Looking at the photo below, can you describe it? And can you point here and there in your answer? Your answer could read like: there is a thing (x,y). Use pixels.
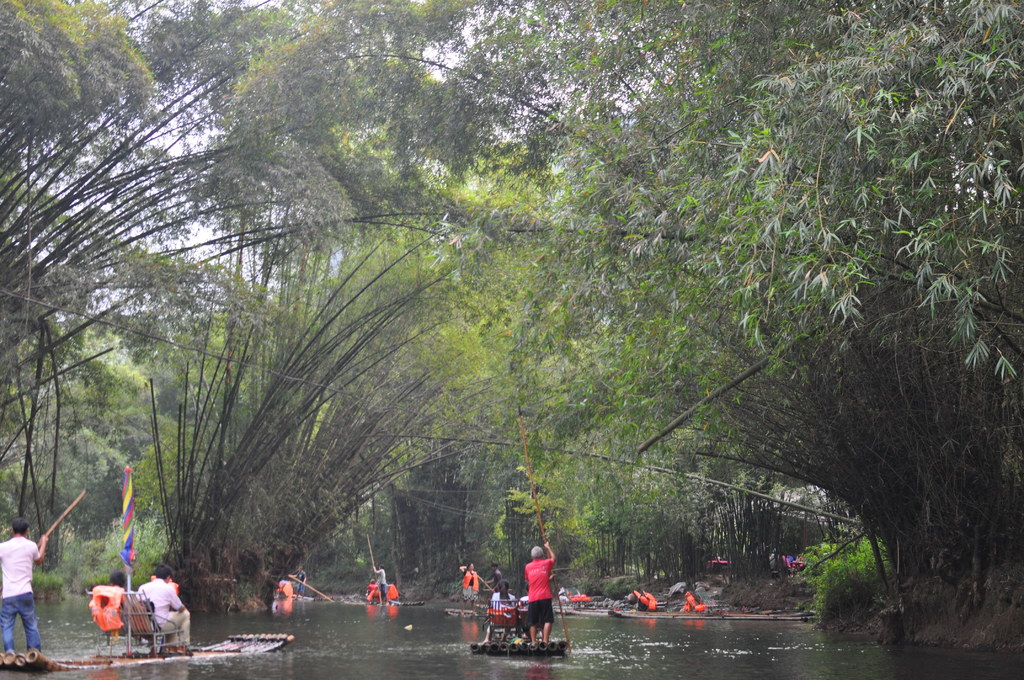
In this picture there are boats (189,650) on the water (331,610). There are group of people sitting and there are group of people (296,572) standing on the boats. At the back (709,360) there are trees (826,430) and there it looks like tents (789,568). At the top (437,47) there is sky (183,145). At the bottom (483,663) there is water (491,673).
